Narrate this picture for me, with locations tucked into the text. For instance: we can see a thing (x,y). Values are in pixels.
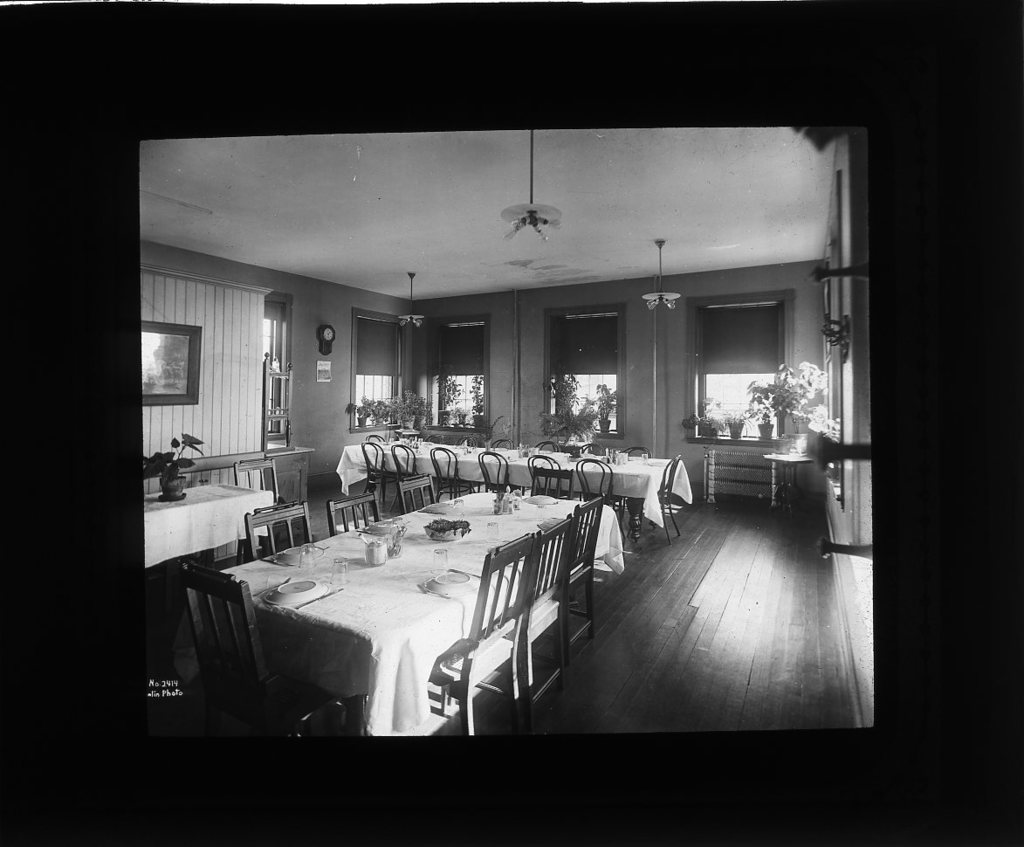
In the picture I can see tables (497,528) which are covered with clothes (497,528) and has some objects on them. I can also see chairs (508,563), windows (608,345), photo frame (185,370) attached to the wall (206,399), plant pots (762,427), objects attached to the ceiling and some other things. This image is black and white in color. The background of the image (799,841) is dark.
